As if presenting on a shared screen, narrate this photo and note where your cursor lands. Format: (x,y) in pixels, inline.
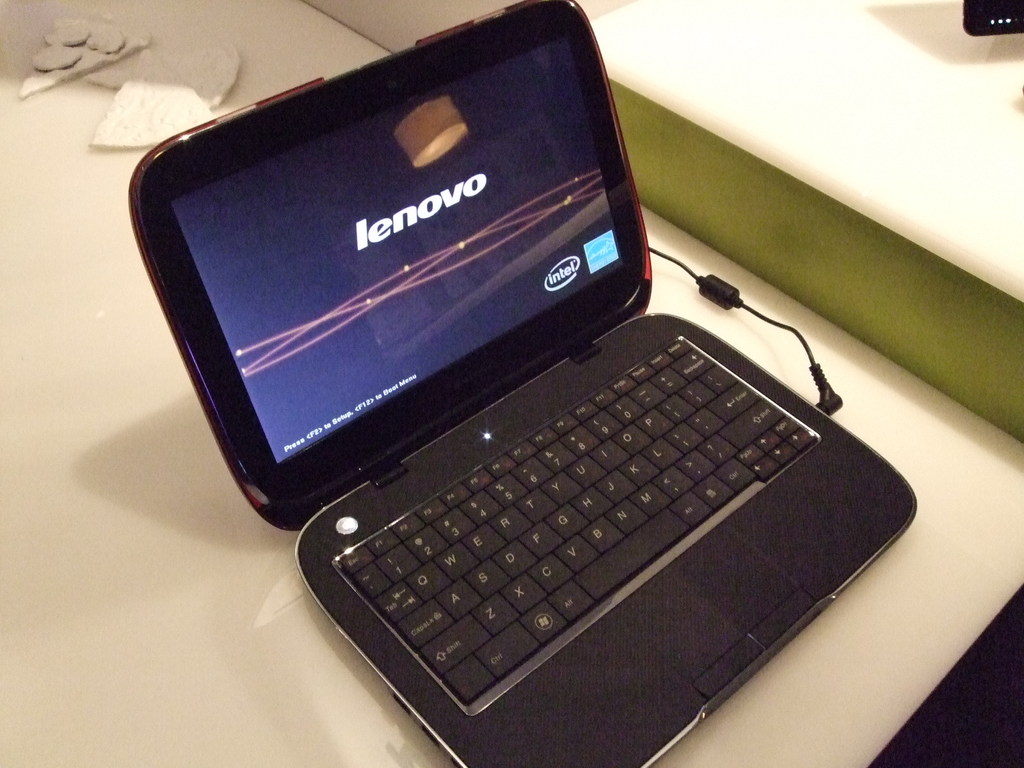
In the foreground of the picture (783,340) there is a table (89,729), on the table (91,757) there are a laptop (525,429) and a cable (717,278). At the top (145,119) there are some objects (135,110).
